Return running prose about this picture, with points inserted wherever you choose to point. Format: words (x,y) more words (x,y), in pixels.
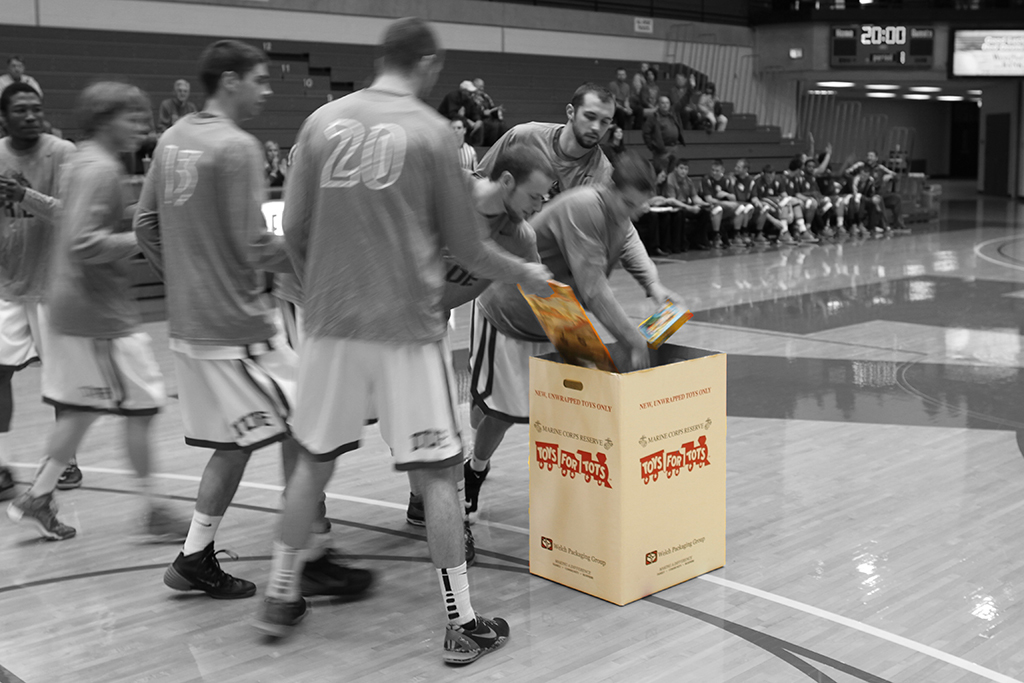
This is an edited image. In this image we can see a group of people (597,230) standing on the ground (493,497). In that two men (529,315) are holding the boards (598,338). We can also see a container (583,585) on the floor (764,590). On the backside (766,169) we can see a group of people (740,181) sitting on the staircase (703,176), a person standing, a television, the metal grill (814,119) and a digital screen (910,58).
